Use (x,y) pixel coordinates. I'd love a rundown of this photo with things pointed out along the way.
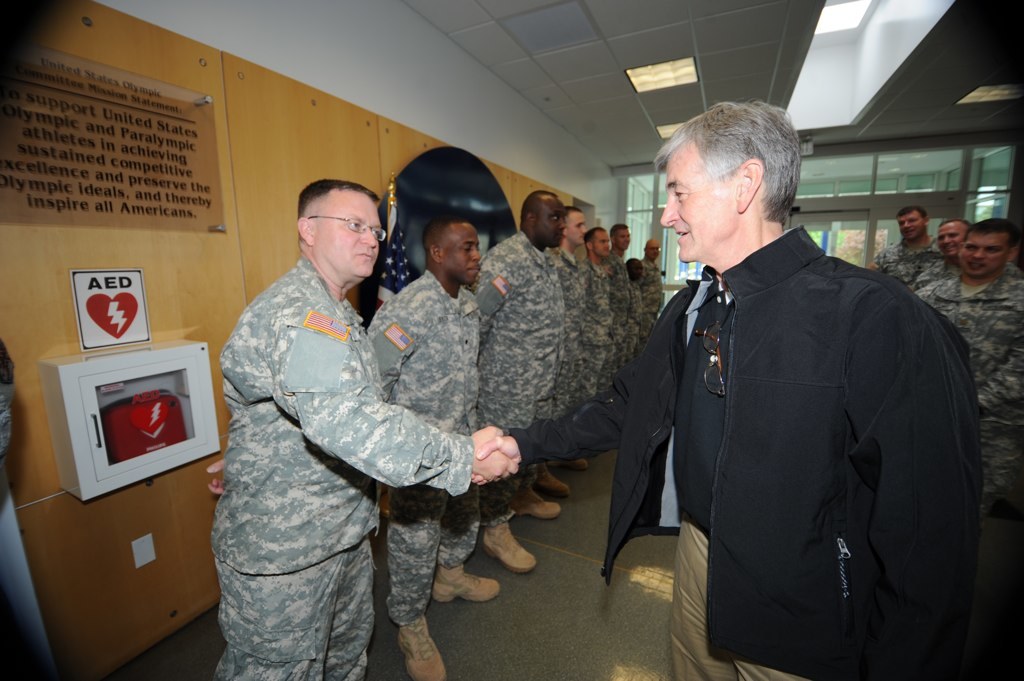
In this image in the front (416,537) there are persons (377,510) standing and shaking hands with each other. In the background (506,302) there are persons (959,308) standing. On the left side (217,205) there is a flag (405,256) and there are boards (96,223) with some text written on it and there is an object (136,364) which is white in colour, in the object (155,389) there is a bag (152,433) which is red in colour and there are windows (636,208) and there is a door (836,233) in the background (876,227). At the top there are lights (665,62).
